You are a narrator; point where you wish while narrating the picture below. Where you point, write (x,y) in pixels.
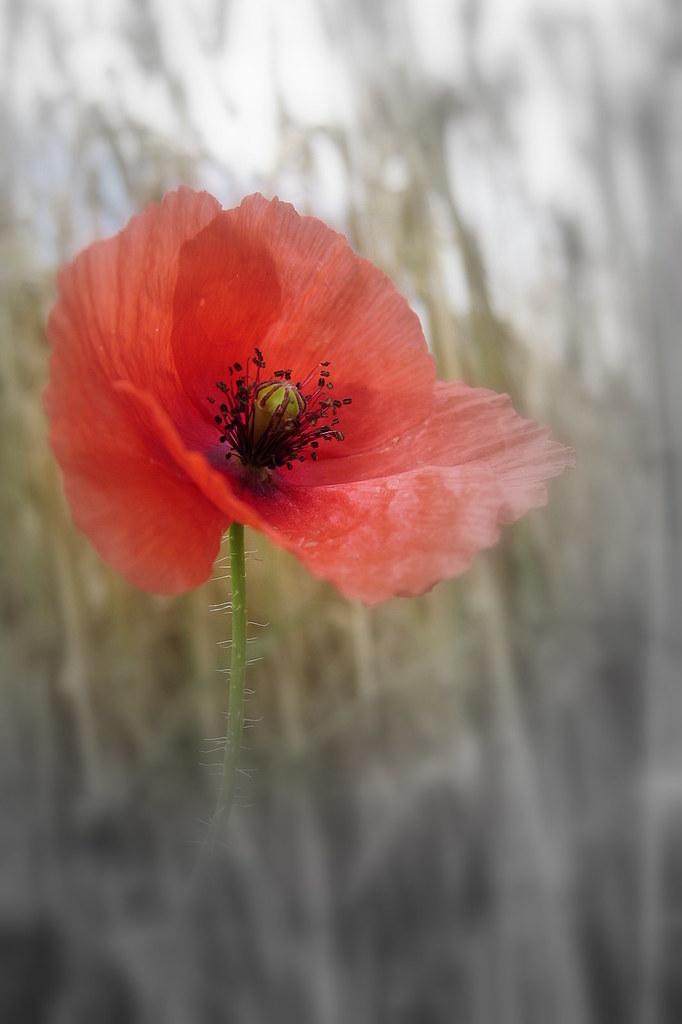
In the image we can see there is a red colour flower (290,378) and there are black colour pistils (307,413) on it. Behind the image is little blurry and only the flower (205,288) is focused in the image.
